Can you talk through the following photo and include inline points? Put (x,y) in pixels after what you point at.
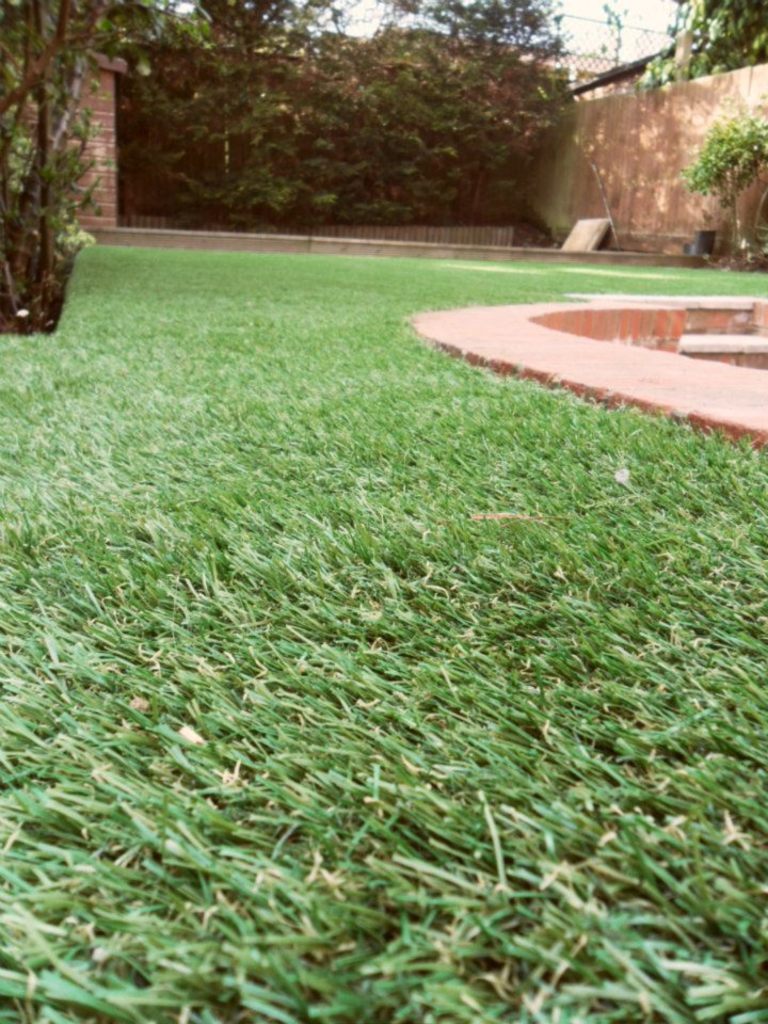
In this picture we can see the grass (110,563), trees (6,257), wall (643,166), steps (725,301), fence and in the background (435,3) we can see the sky (569,21).
